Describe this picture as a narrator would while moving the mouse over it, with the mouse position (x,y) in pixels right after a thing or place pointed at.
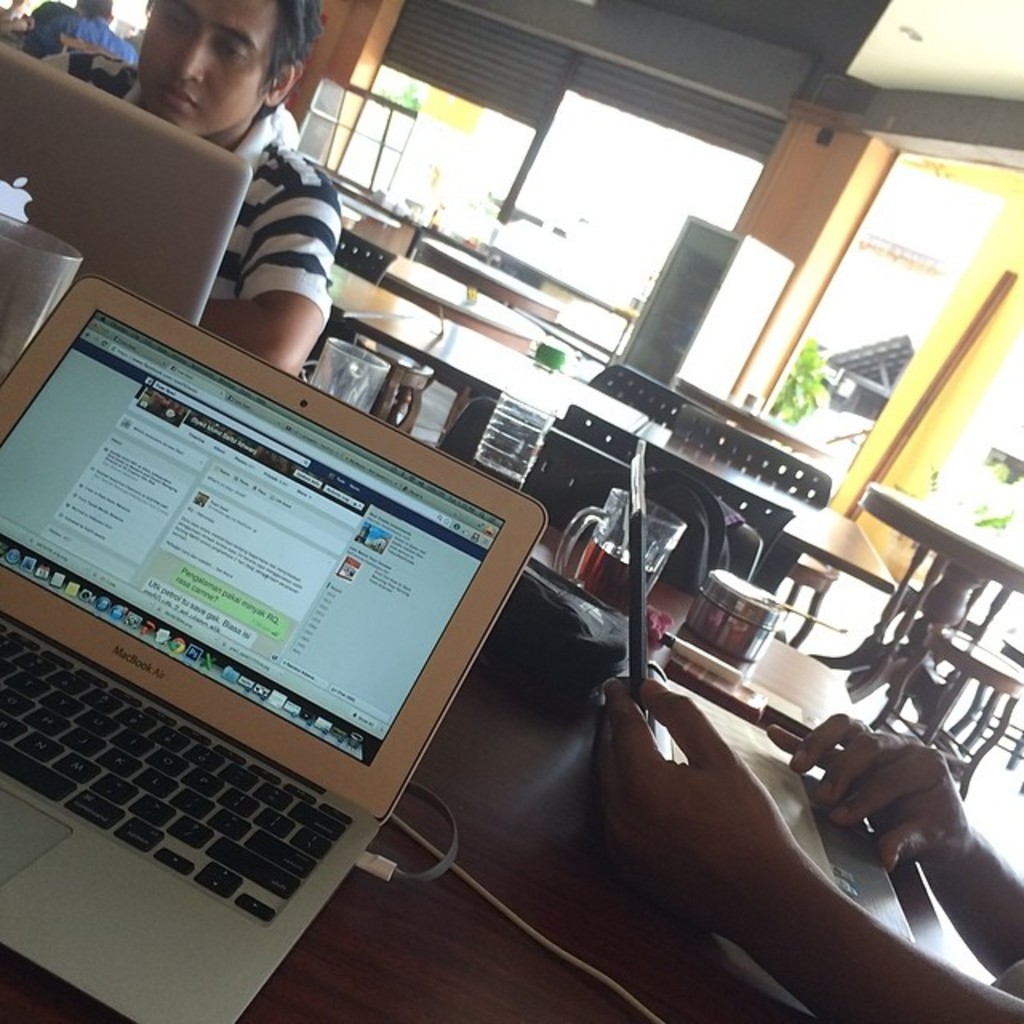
There is a table (480,921) in the given picture. On this table (482,855) there is a laptop (295,658), glasses (331,365) and a person (269,143) sitting in front of a laptop (246,160). In the background (473,328) there are some tables (579,380) and chairs (683,415) here. We can observe a pillar (818,211) too.
